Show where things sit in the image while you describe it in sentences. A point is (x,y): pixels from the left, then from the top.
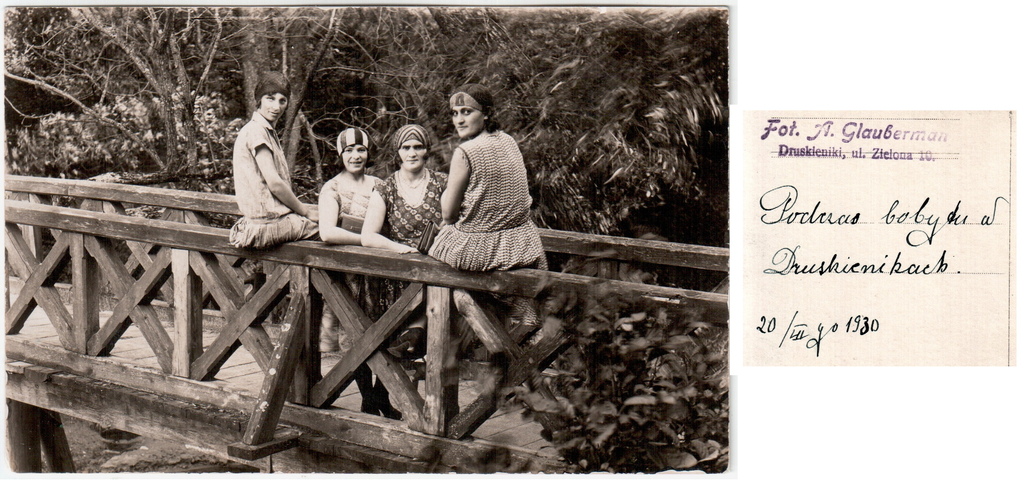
This is a black and white image. In this image we can see a group of people (338,191) on the deck (151,354). In the middle (380,257) two persons (508,303) are sitting on the wooden fence (301,273). We can also see a group of trees (594,398). On the right side (861,147) we can see some text (891,153) on a paper (842,323).
